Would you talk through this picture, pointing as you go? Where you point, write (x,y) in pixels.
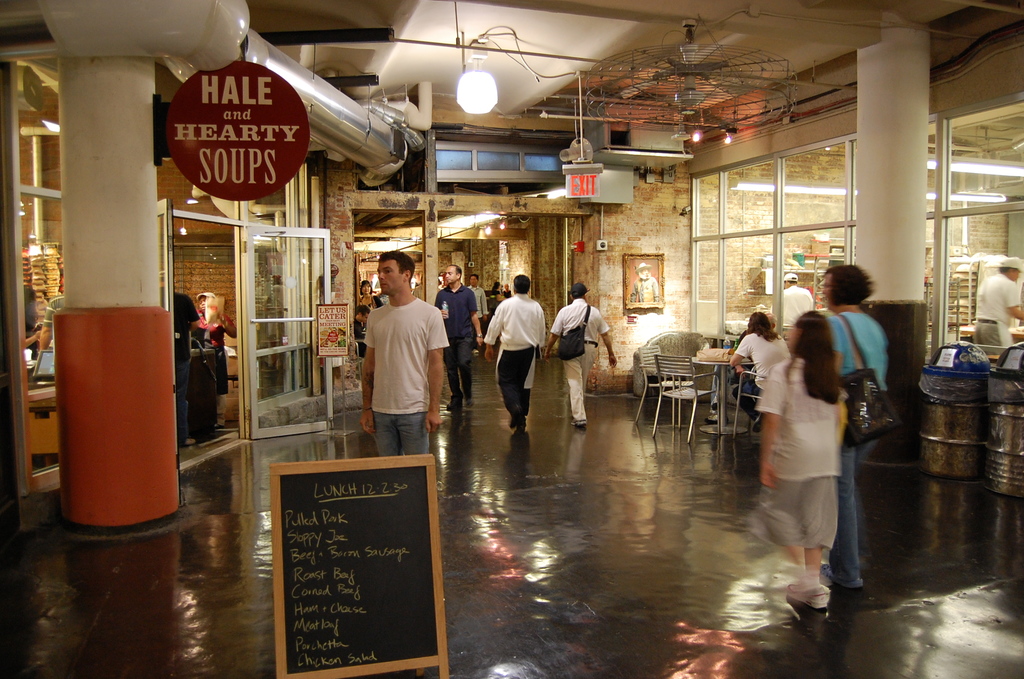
There are few persons (460,268) on the floor (674,550). Here we can see boards (407,519), pillars (141,169), chairs (680,387), tables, bins (946,422), door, glasses (287,374), and lights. In the background (571,125) we can see wall (682,203).
